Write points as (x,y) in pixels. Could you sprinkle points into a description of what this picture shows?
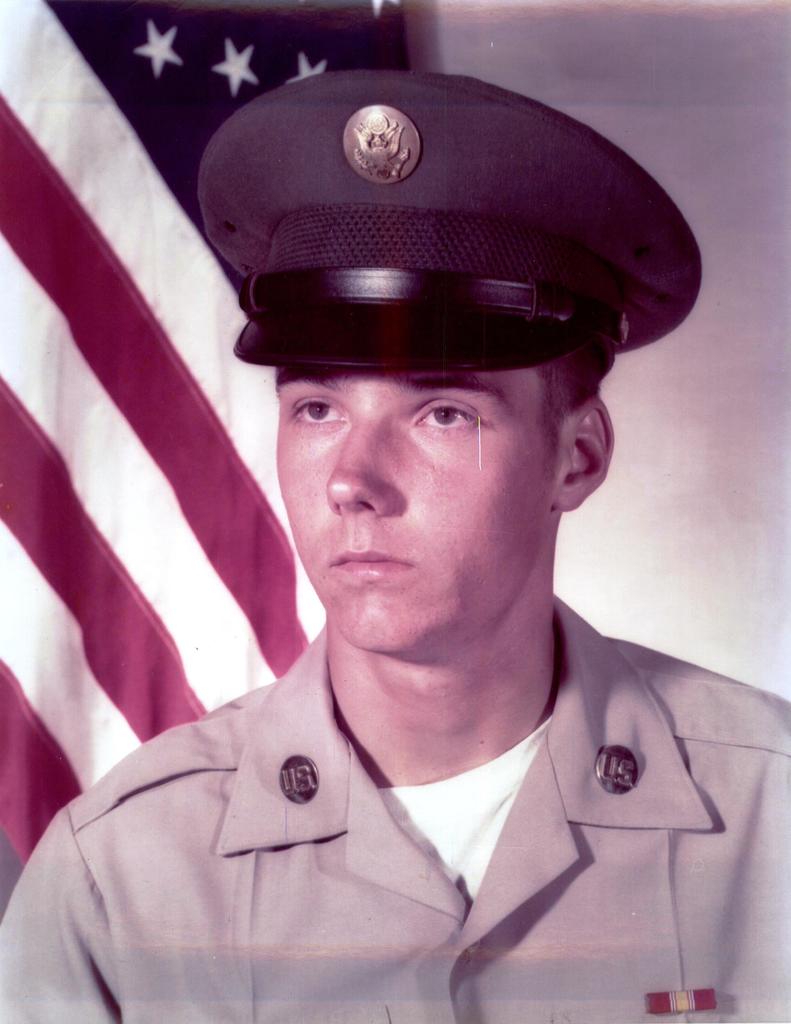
In this image we can see a person (615,639) wearing the cap (537,326). In the background (36,385), we can see a flag (56,345) and the wall (648,129).
